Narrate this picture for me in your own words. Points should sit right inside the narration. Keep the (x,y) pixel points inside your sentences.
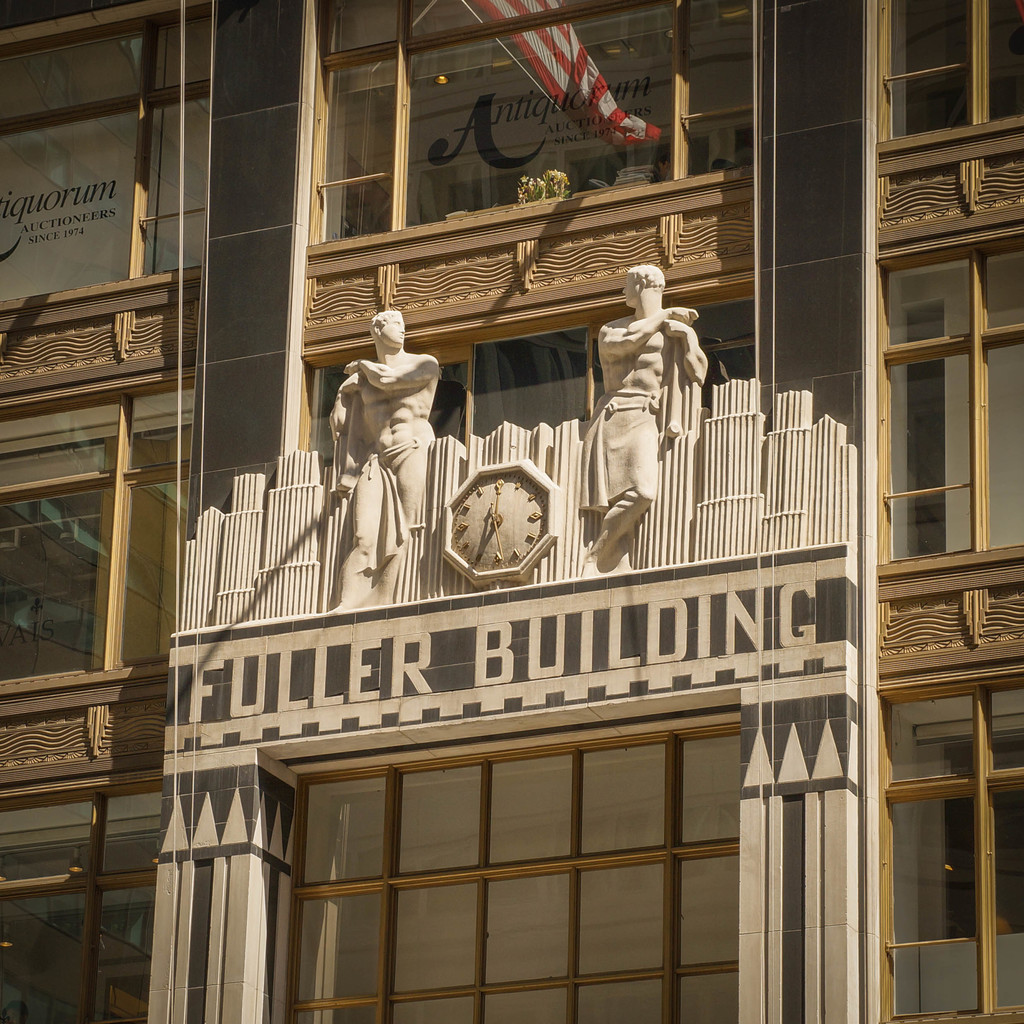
In this picture we can see a building (244,892) with windows (582,27), flag (570,31), statue (357,517) and a clock (467,563).
